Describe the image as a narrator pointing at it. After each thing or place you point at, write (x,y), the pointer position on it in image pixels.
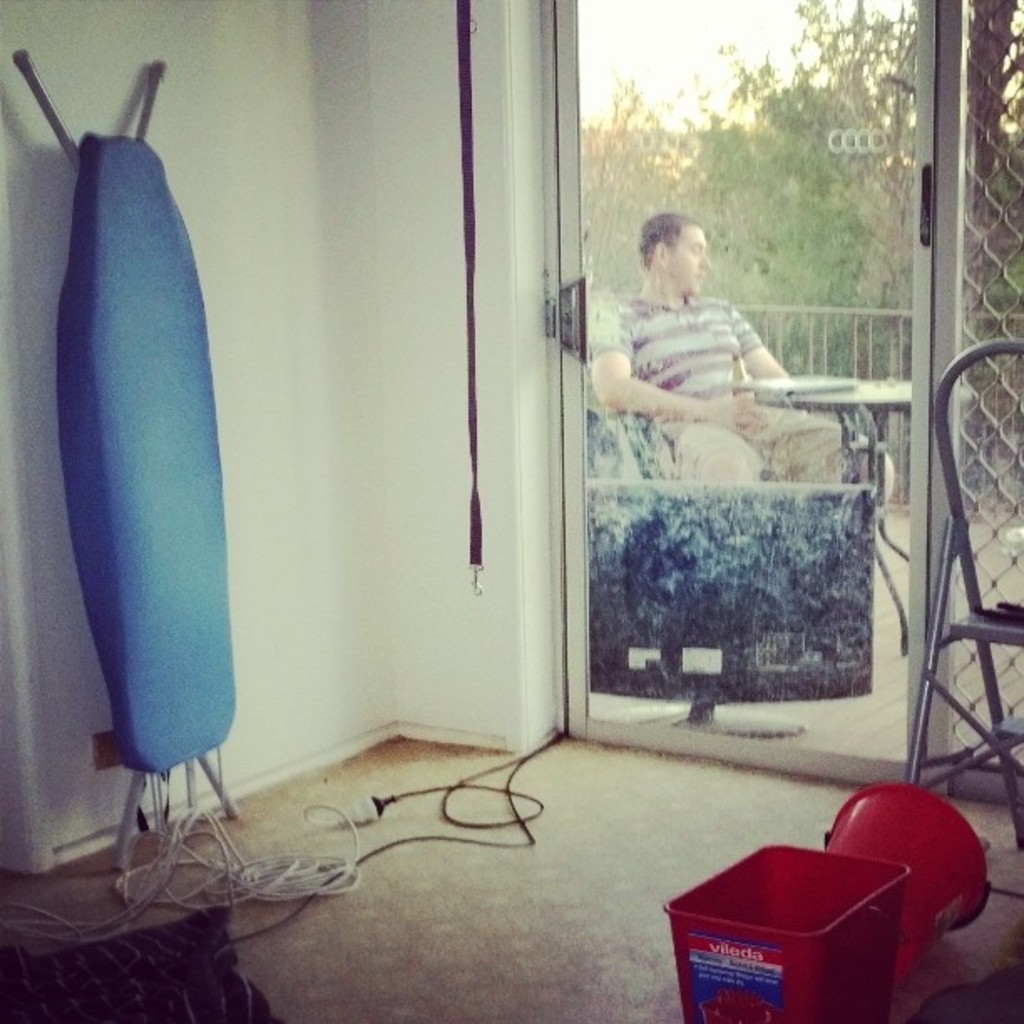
This image is taken indoors. At the bottom of the image (487,949) there is a floor (511,949). In the middle of the image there is a bucket (723,916) and a basket (808,954) on a floor (485,973). There is a chair (967,578). There are a few wires (217,862) and an iron table (143,731) on the floor (644,925). In the background (392,370) there is a wall (410,321) with a glass door (819,287). Through the glass door (803,363) we can see there are a few trees (830,194). There is a railing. A man (693,386) is sitting in the chair (643,467). There is a table (854,390) with a few things (798,390) on it and there is a television (743,578).
